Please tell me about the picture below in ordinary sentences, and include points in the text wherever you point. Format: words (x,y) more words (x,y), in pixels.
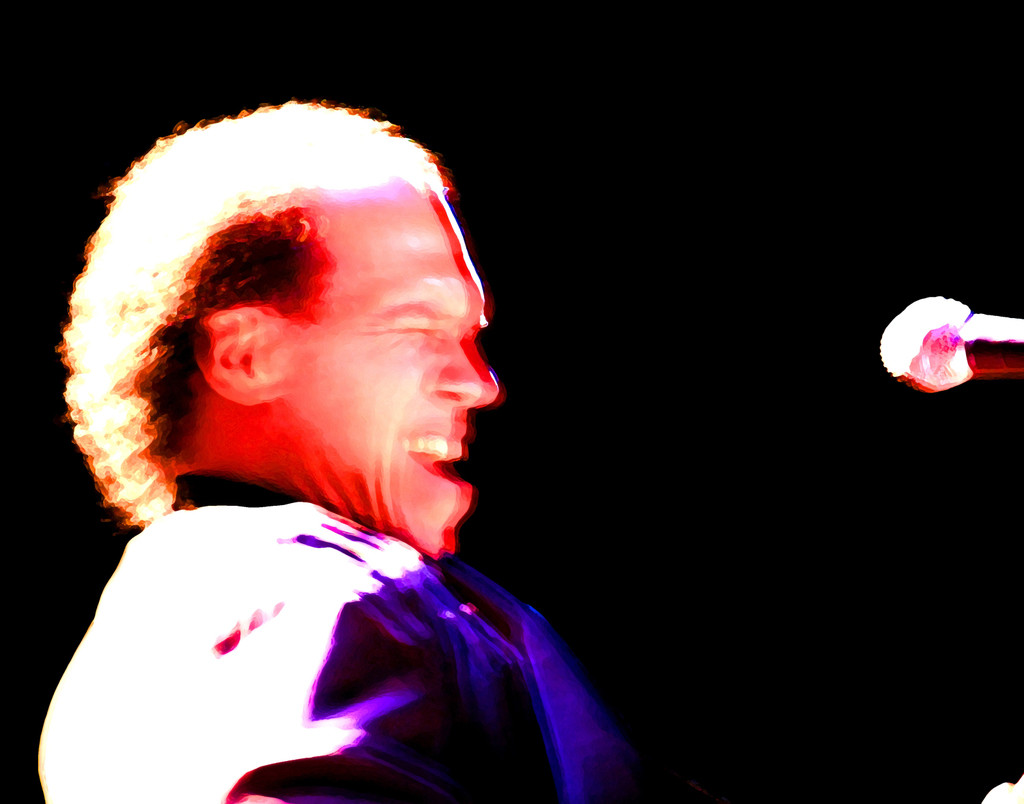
In this image the background (852,590) is dark. On the left side of the image (252,687) there is a man (256,362) and his face (338,432) is a little blurred. On the right side of the image (891,359) there is a mic (966,370).
